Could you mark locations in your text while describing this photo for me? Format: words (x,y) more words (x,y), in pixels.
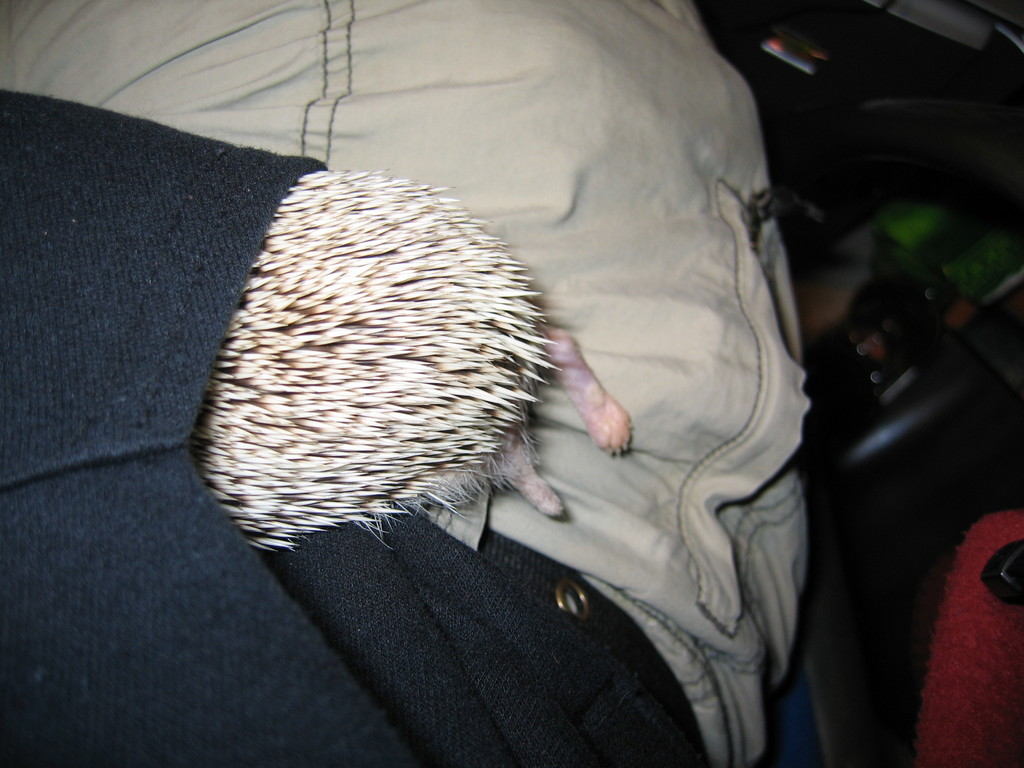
In this image there is a pet (323,411) inside the pocket (145,409) of a person's (472,518) hoodie (235,251).
